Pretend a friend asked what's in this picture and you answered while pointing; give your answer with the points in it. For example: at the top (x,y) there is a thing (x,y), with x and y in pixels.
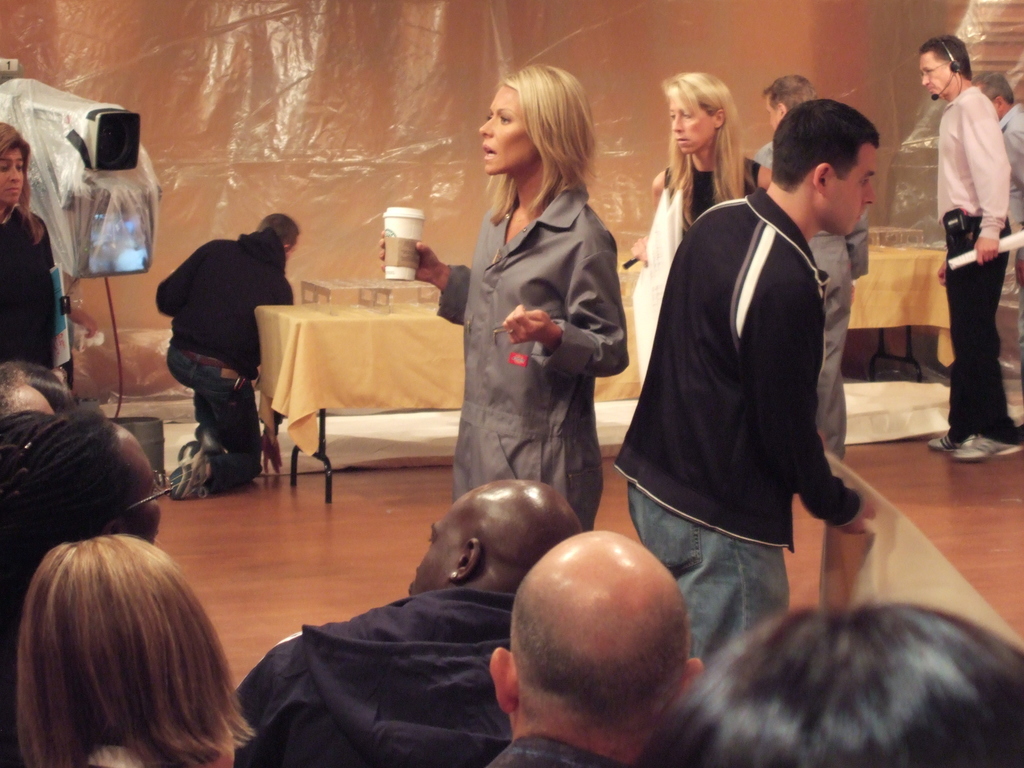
As we can see in the image, there are group of people (540,442) sitting, standing and walking here and there and there is a table (385,387). On table (387,359) there is cream color cloth (346,363) and wall (293,121) is in brown color.
